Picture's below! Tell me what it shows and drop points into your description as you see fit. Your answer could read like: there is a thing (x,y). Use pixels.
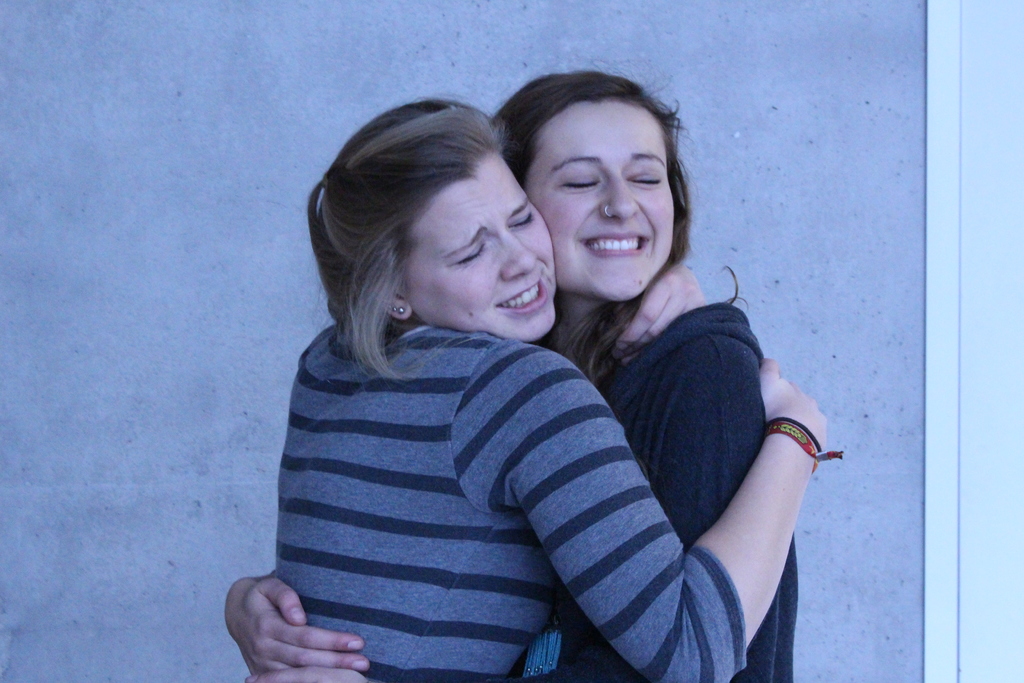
In the center of the image (452,333) we can see two ladies (627,395) are present. In the background of the image (287,238) wall (670,85) is there.
